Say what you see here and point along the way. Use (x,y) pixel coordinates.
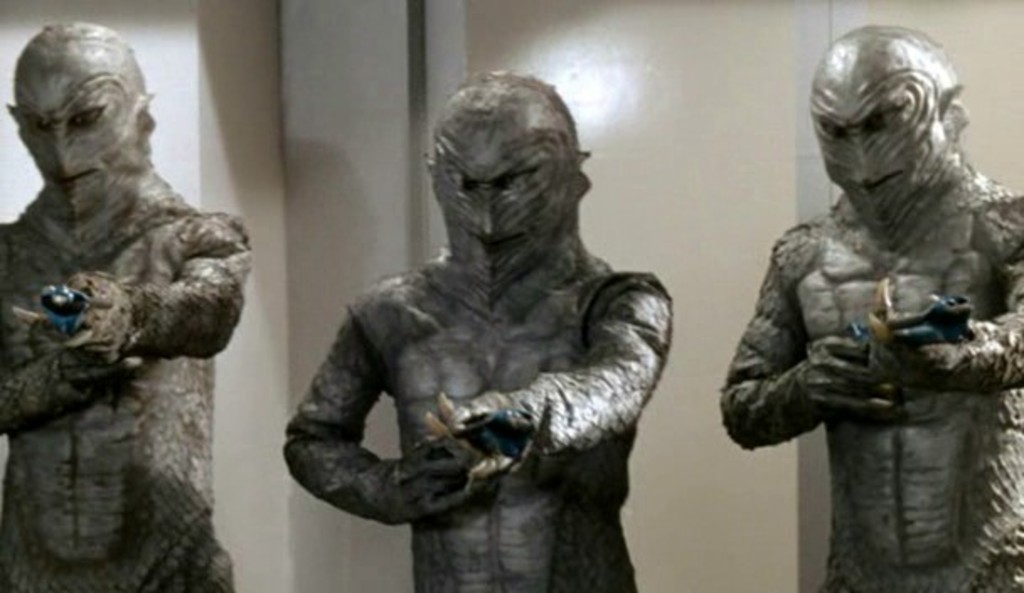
There are three statues (381,381) and holding an object's (925,323). Background (361,63) we can see wall (422,65).
